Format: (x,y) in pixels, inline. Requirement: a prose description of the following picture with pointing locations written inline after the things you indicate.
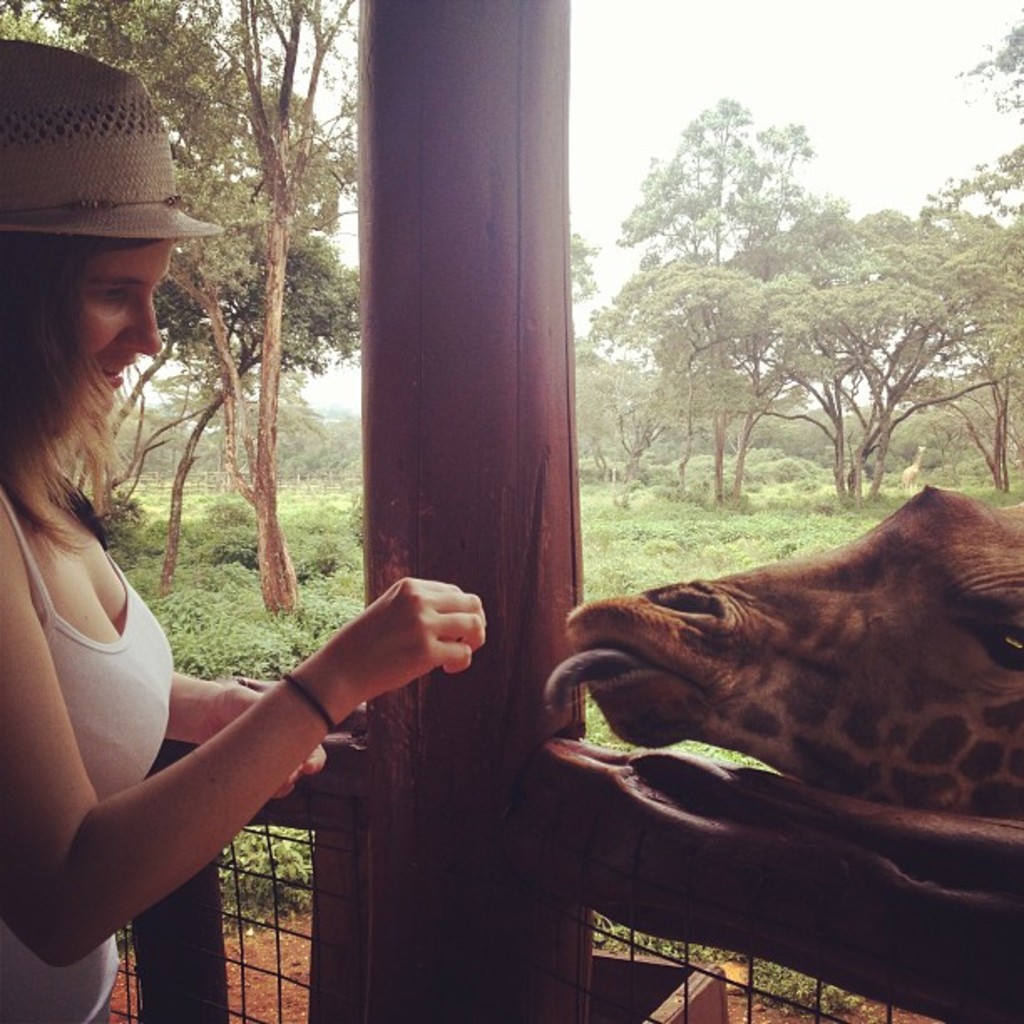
In this image we can see a person (98,723) wearing white color top (93,714), brown color hat (6,58) feeding some food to the giraffe (740,648) which is at right side of the image (851,617) and at the background of the image (699,277) there are some trees (911,247), pole (516,171) and clear sky (707,90).
